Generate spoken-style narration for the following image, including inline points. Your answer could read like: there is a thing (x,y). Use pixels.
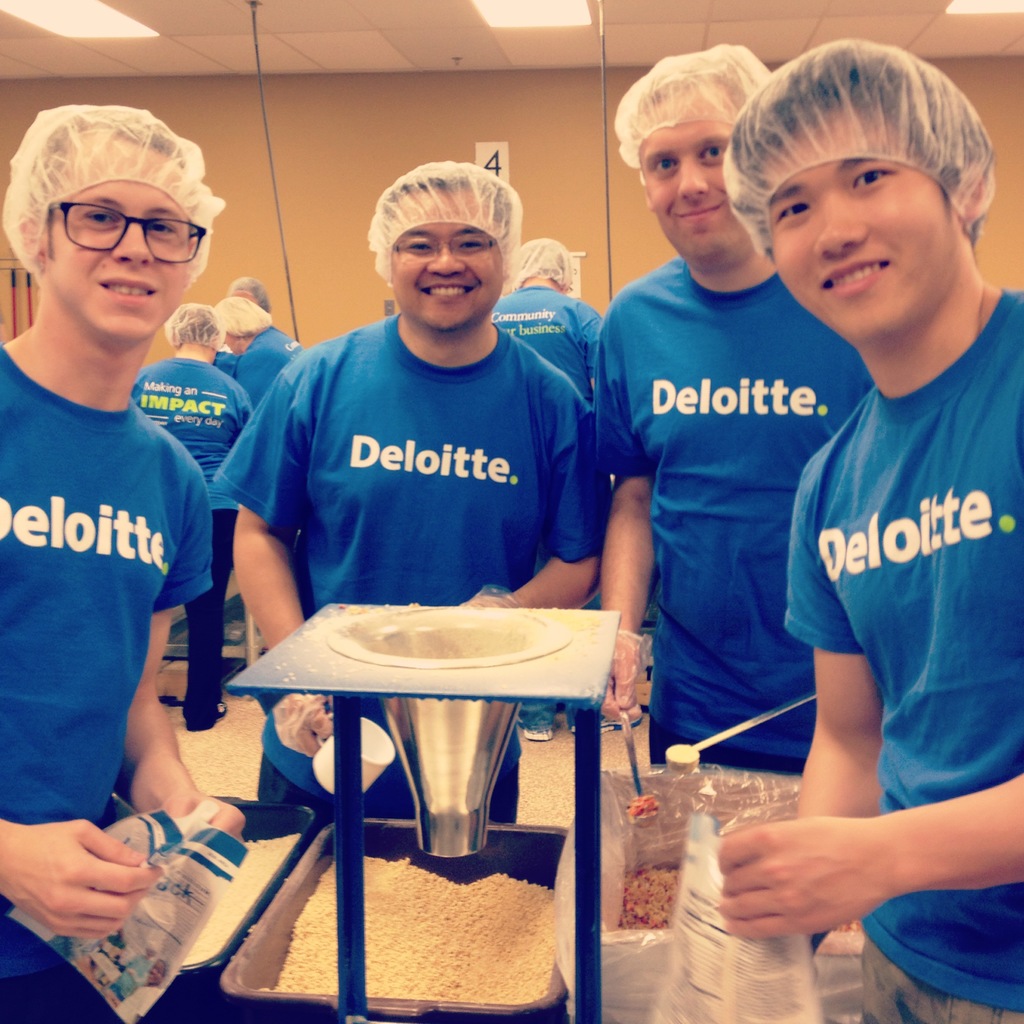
In this image there are four persons (76,586) standing and holding objects (367,746) in their hands (734,848), in the middle (392,657) there is a funnel (518,652), below the funnel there is a tray (248,981) in that tray (552,840) there is powder (452,958), in the background (534,307) there are people (518,275) standing and there is a wall (947,65), at the top (588,16) there is a ceiling (555,32) and lights (509,5).
